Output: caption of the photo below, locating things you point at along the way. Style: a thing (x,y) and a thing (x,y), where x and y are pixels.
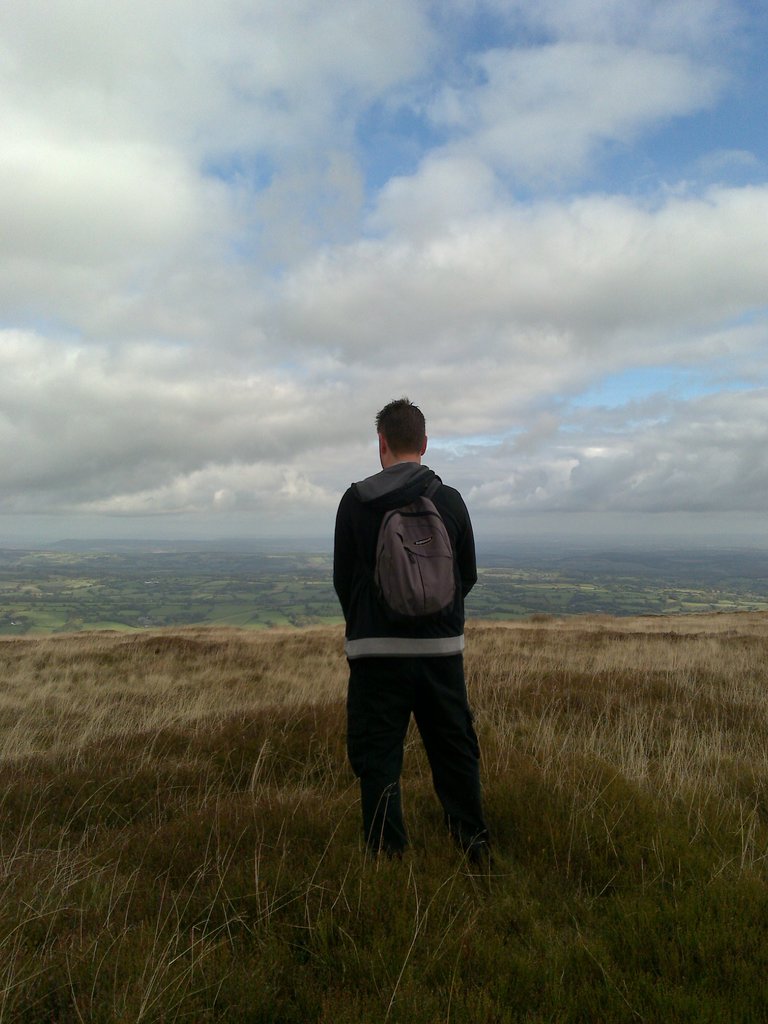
In this image we can see a person (357,566) wearing a jacket (355,576) and a bag (413,594) is standing on the ground (456,872). In the background (746,428), we can see the cloudy sky (453,315).
